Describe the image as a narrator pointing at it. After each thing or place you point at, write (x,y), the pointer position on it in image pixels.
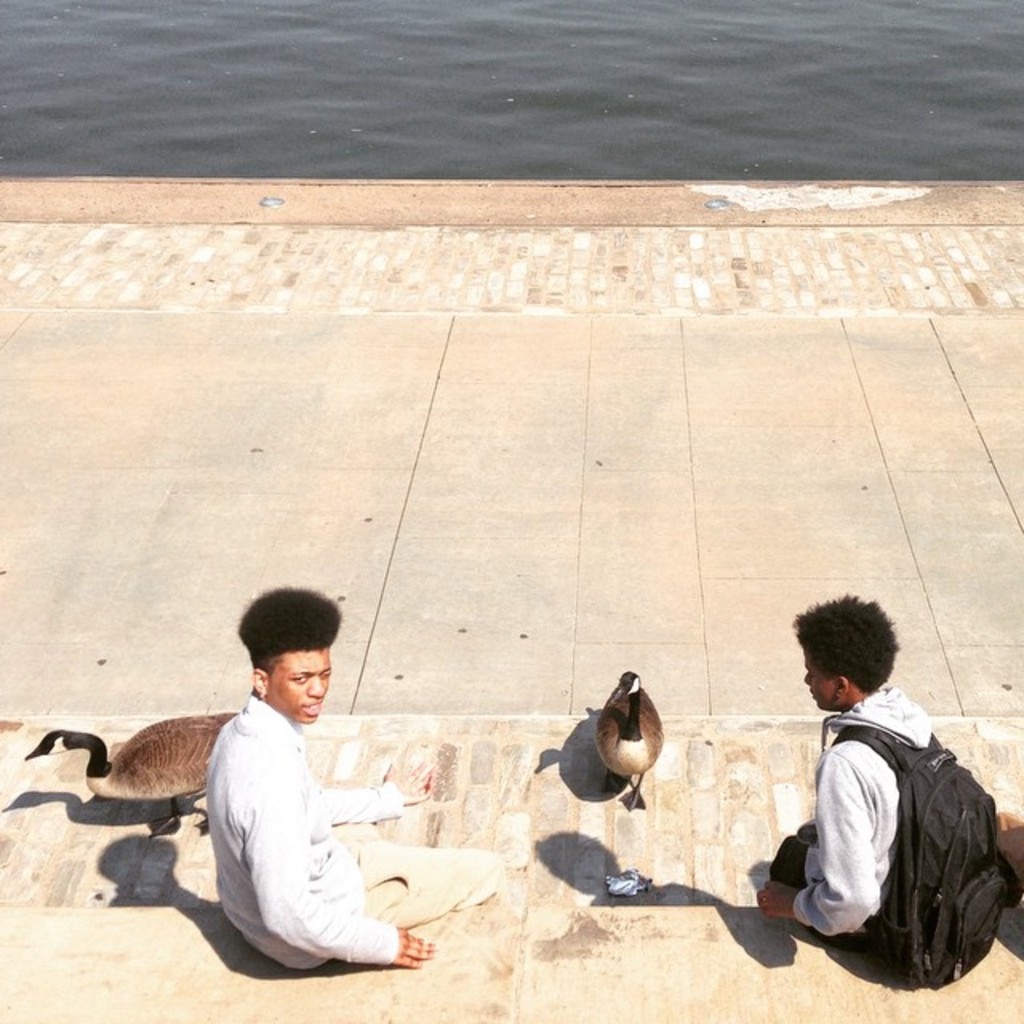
In this image I can see two boys (304,848) are sitting. I can see two geese (153,778). In the background (609,101), I can see the water (538,80).
